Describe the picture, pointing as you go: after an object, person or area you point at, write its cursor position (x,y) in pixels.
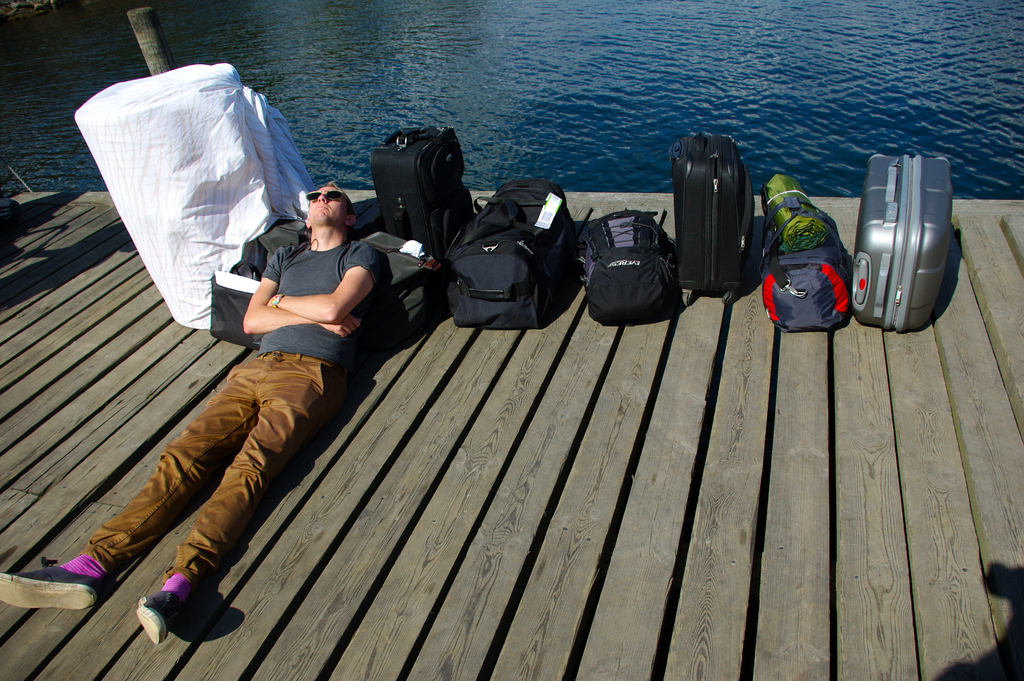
In this picture we can see a man (252,377) is lying on the wooden raft (461,423), there are some bags (606,268) in the middle (505,287), in the background (595,34) we can see water (677,106), on the left side (187,170) there is a cloth (198,159).
